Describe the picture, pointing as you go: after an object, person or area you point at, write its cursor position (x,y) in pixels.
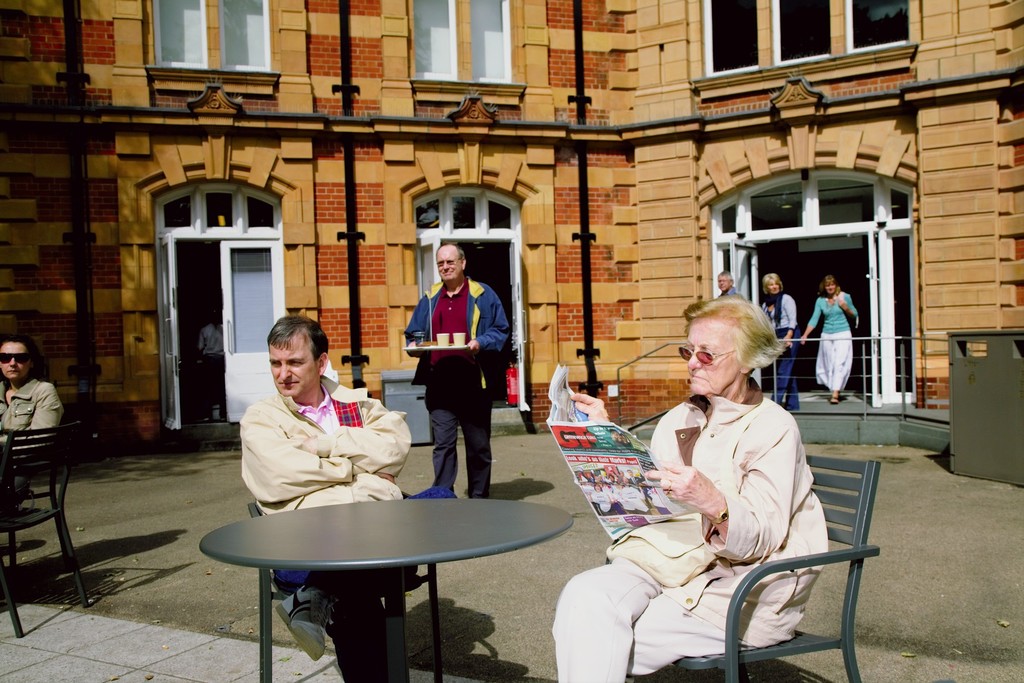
This picture taken in the outdoor, there are three people (41,402) who are sitting on a chair (789,564) and a women (746,529) who is sitting on a chair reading the newspaper (585,465) and there is other man (479,426) who is in blue and red t shirt (477,319) is standing on the floor (511,556) and the man (447,377) is holding the tray (427,348) on the tray (442,345) there are two cups (462,336). Background of this people (442,425) there is a building (360,202) and there are three people (784,286) who are standing near to the building (761,285).
